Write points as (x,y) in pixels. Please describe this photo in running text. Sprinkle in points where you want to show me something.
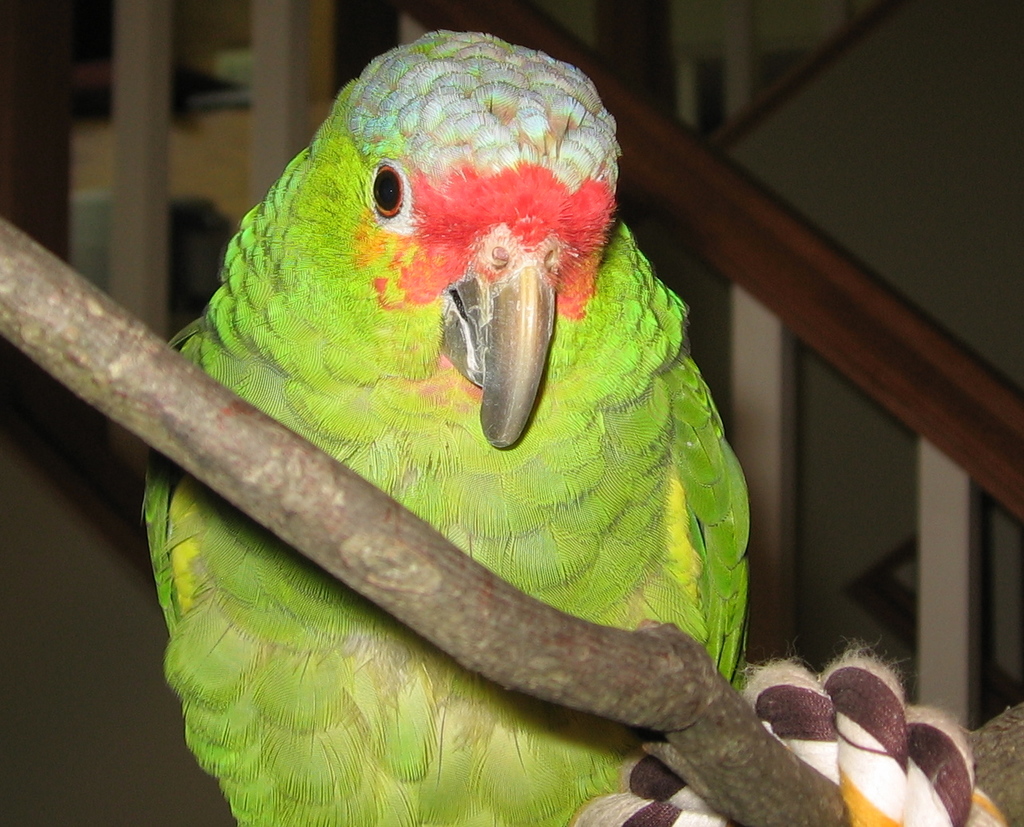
Here we can see a stick (734,750), spiral cloth (801,737) and a bird (550,554). In the background (29,143) we can see a fence (932,552) and other objects (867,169).
